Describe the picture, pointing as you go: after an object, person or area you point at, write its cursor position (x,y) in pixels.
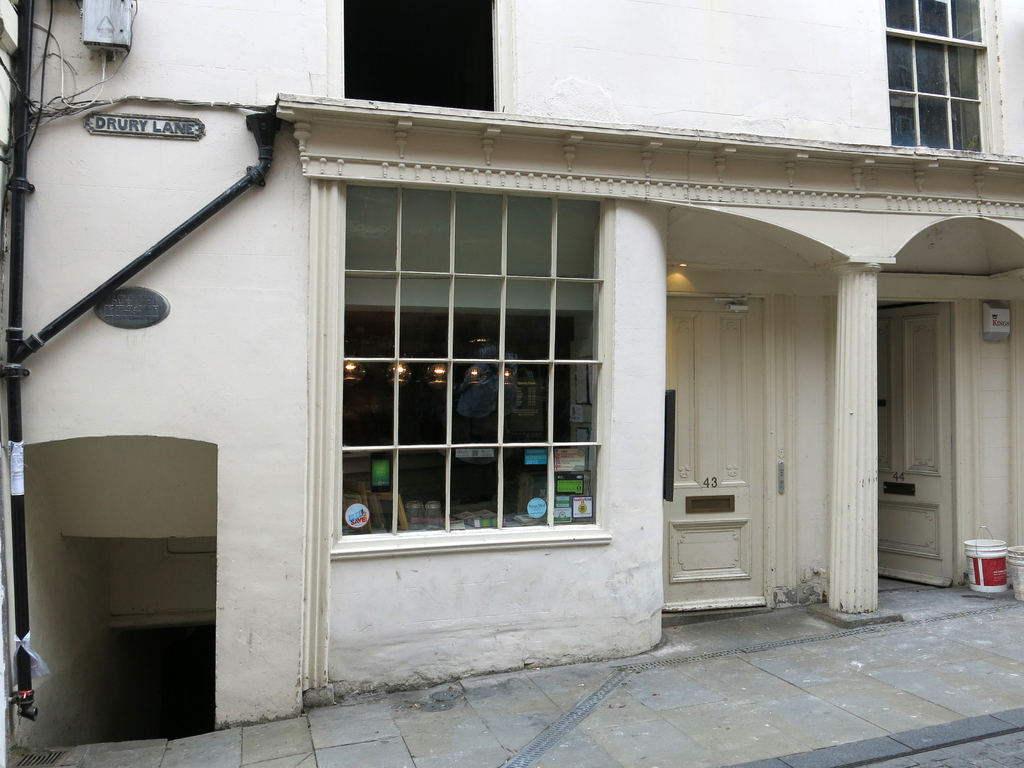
In this image we can see a building (746,454). On the building (421,277) we can see windows (572,250) and doors (901,419). Through the glass (515,437) of the window (513,513) we can see few objects (562,480) and lights (475,379). On the right side (1016,572), we can see two buckets (998,549) and on the left side (19,194), we can see pipes (19,535) and some text (173,127) on the building (109,415).
